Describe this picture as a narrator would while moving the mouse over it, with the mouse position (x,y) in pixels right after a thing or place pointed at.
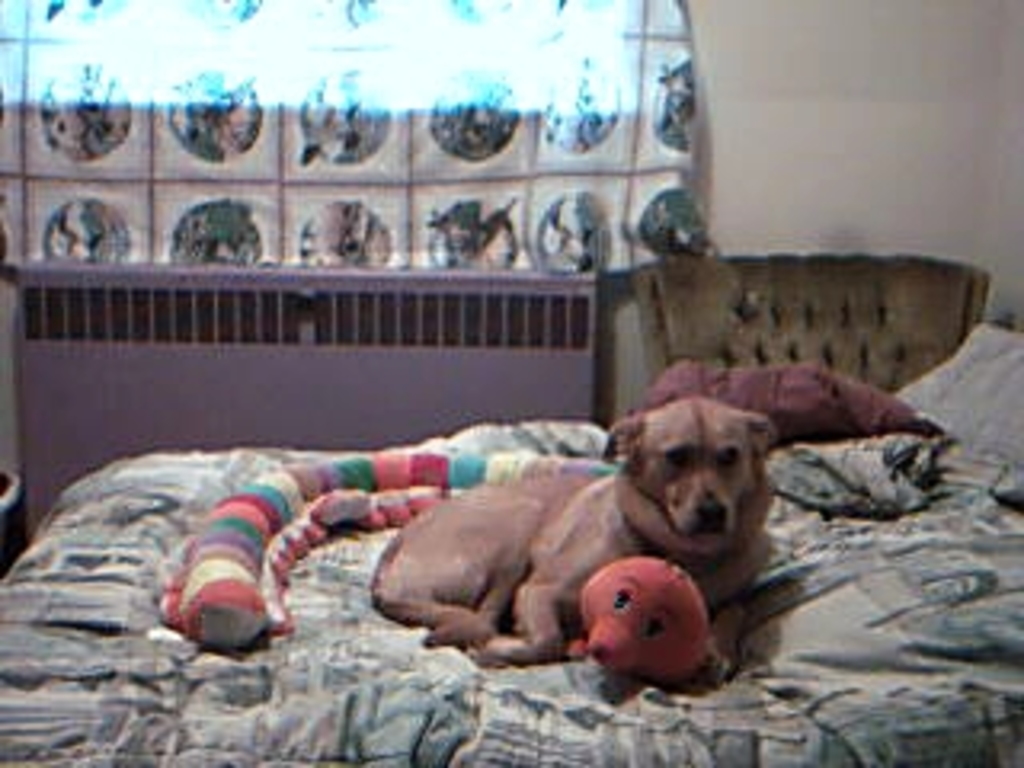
In this image i can see a dog (708,461) on the bed (816,589), there is a pillow (477,473) in multi color, at the back ground (456,395) i can see a wall (456,383) in the purple color, a curtain (520,218) in white color and the other wall (732,127) in the white color.
